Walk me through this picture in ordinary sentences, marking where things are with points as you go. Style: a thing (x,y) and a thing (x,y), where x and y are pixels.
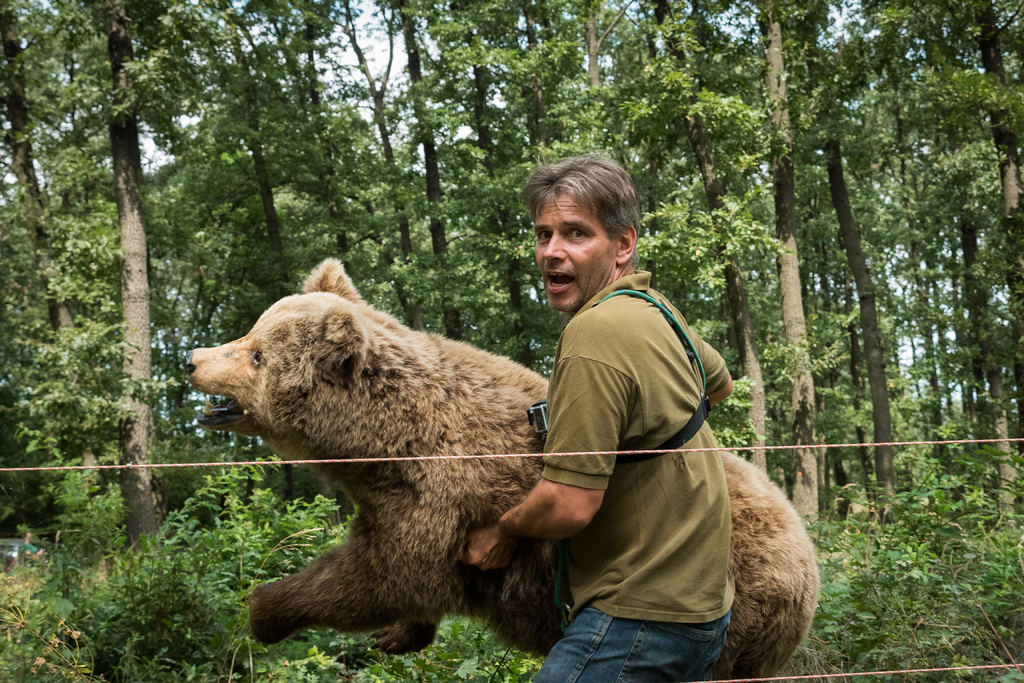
In the middle of the image (587,312) there is man (649,428) green t-shirt (655,569) and blue jeans (630,644) is standing and holding the bear (413,469) in his hands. And in the background (726,127) there are many trees (732,146) and plants (152,579).
